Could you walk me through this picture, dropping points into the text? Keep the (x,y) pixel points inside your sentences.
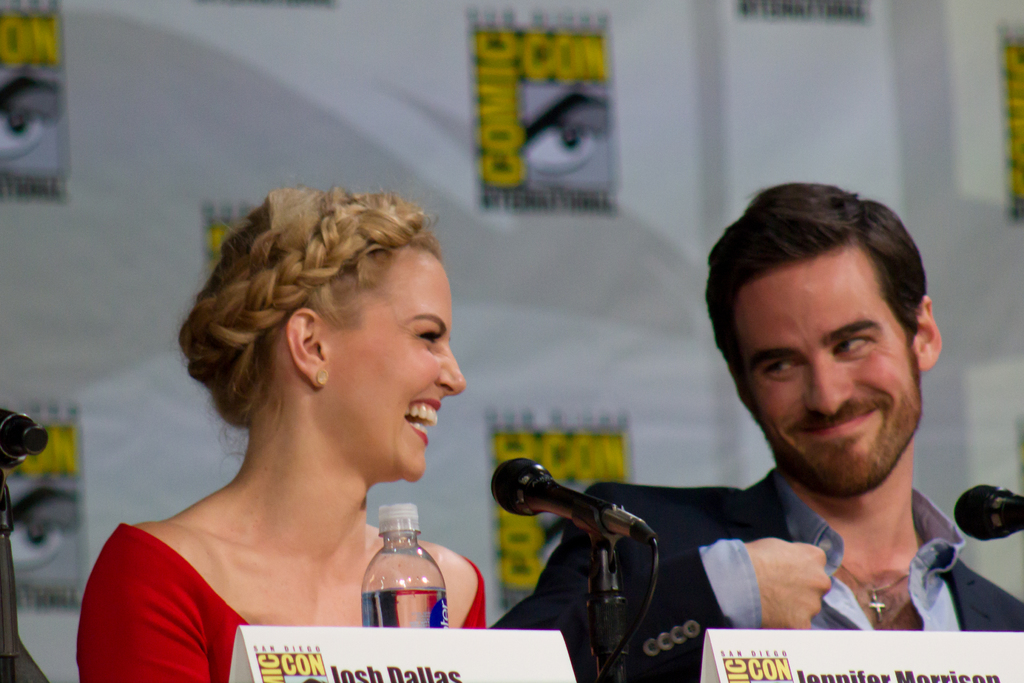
On the left side (271,341), there is a woman (281,532) in a red color dress (169,585), smiling in front of a mic (535,496) which is attached to a stand (608,553). Beside this mic (589,502), there are a bottle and a name board (480,641). On the right side (900,528), there is a person (845,444) in a suit (677,549) smiling and watching her. Beside him, there is a mic (975,516) and name board (880,662). In the background (581,46), there are posters (49,474) on a white colored surface (571,279).
